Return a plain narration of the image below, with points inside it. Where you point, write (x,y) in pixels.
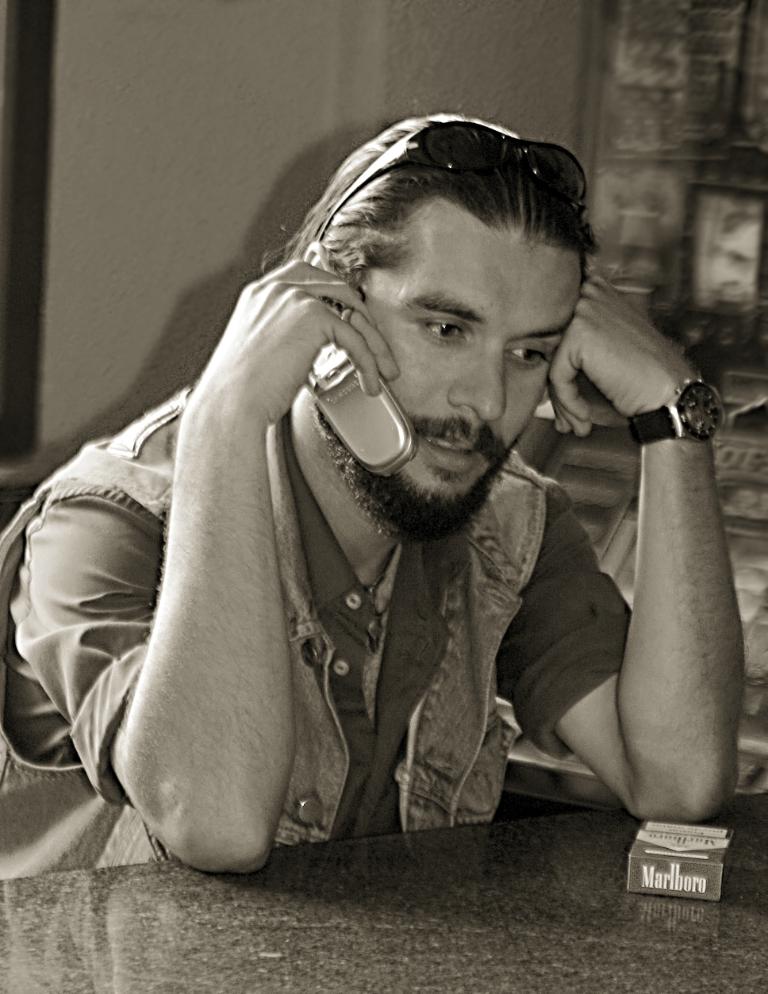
In the center of the image (432,648) we can see a man (381,604) sitting and holding a phone (395,461), before him there is a table (496,885). In the background (477,71) there is a wall (400,67).
